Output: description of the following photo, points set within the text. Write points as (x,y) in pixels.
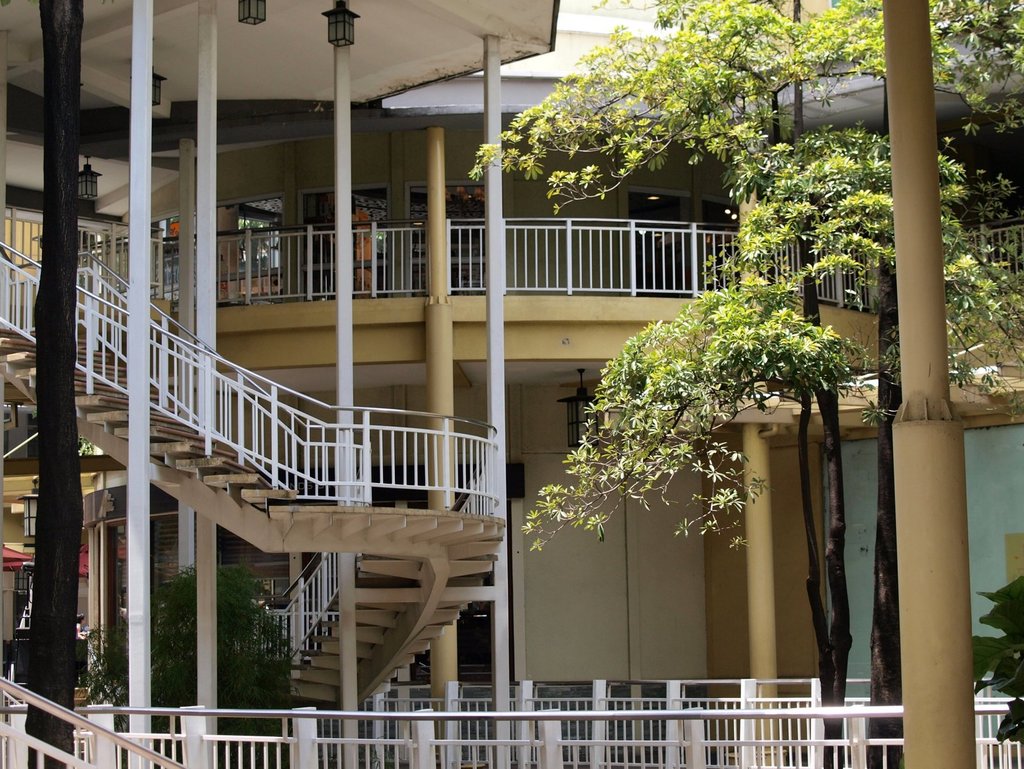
In the foreground of the picture (64,671) there are pole (140,698), tree (73,78) and railings (795,707). In the center of the picture (601,456) there are trees (601,456), staircases (480,561), railing (472,265), buildings (299,262) and a person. At the top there are lights (158,93).
